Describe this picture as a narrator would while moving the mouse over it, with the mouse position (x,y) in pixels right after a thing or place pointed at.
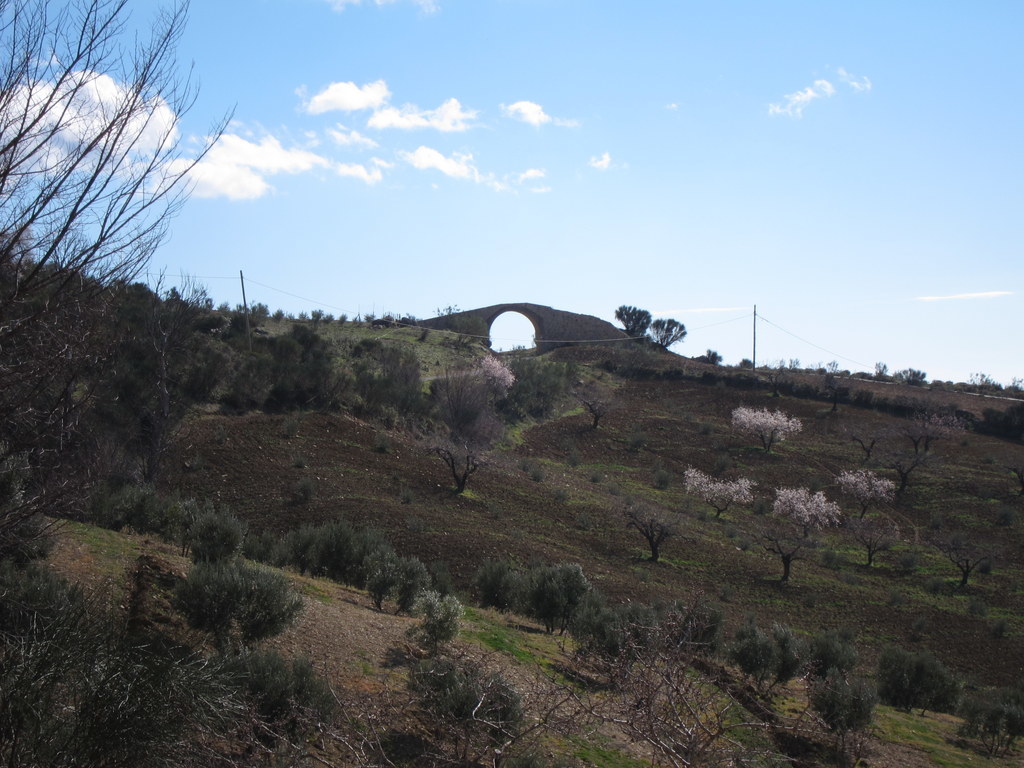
In this image I can see trees (269,702) in green color, background (812,273) I can see few poles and the sky (439,156) is in white and blue color.
